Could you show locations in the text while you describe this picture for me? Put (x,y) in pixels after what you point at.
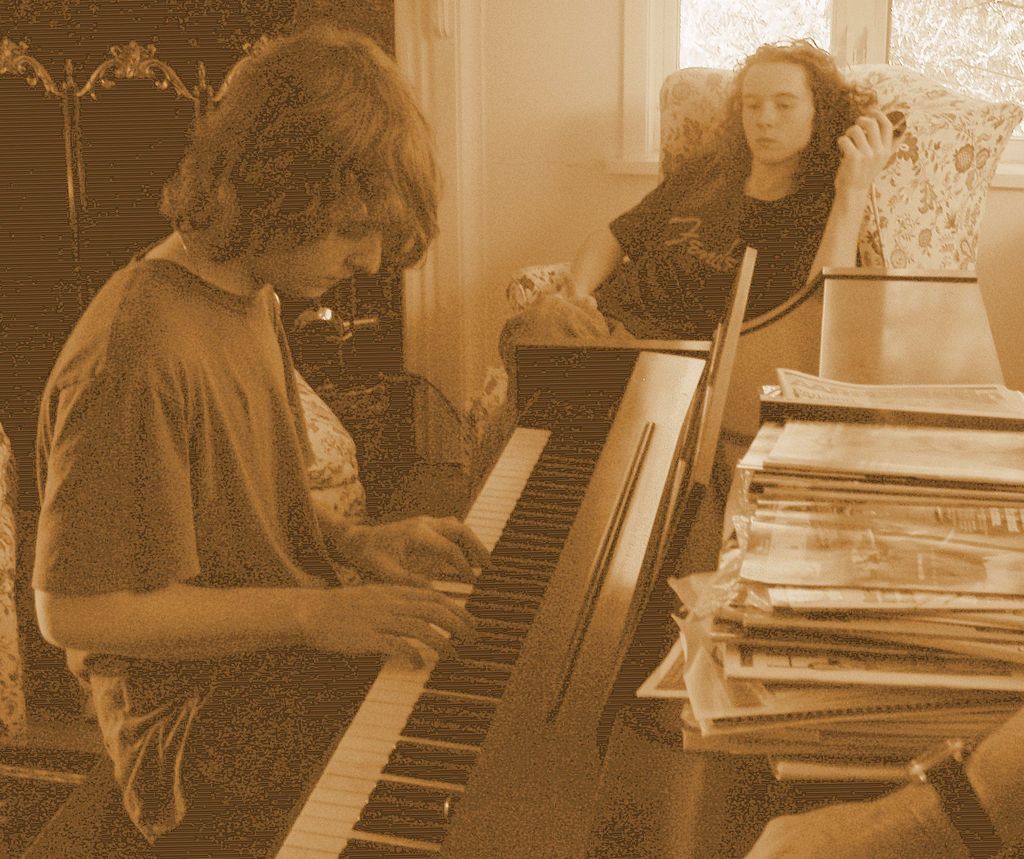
These two persons (259,360) sitting on the chair (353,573). This person (341,84) playing piano (509,532). We can see books (738,607) on the piano (652,603). On the background (511,48) we can see wall (533,84), window (945,8).
